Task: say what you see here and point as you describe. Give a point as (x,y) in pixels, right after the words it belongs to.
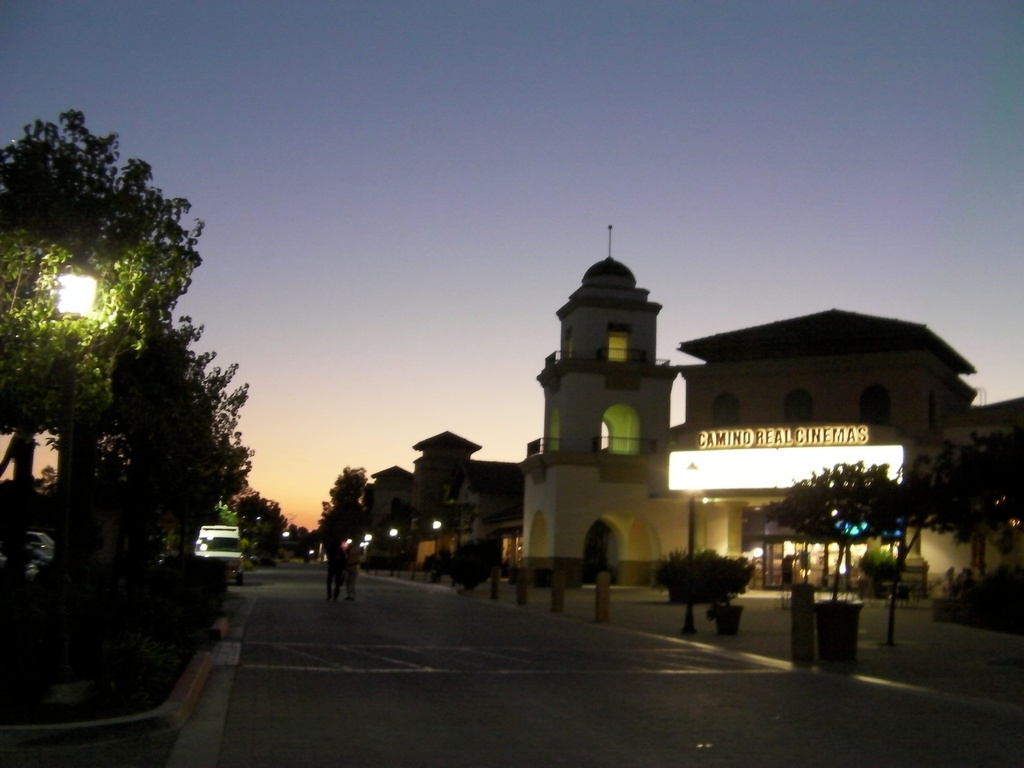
In this image there is a road (435,650), on that road (359,635) there are people (348,590) walking, on either side of the road (297,591) there are trees (262,541) and light poles (392,545), in the background (597,450) there is a building (686,461) and the sky (567,214).
